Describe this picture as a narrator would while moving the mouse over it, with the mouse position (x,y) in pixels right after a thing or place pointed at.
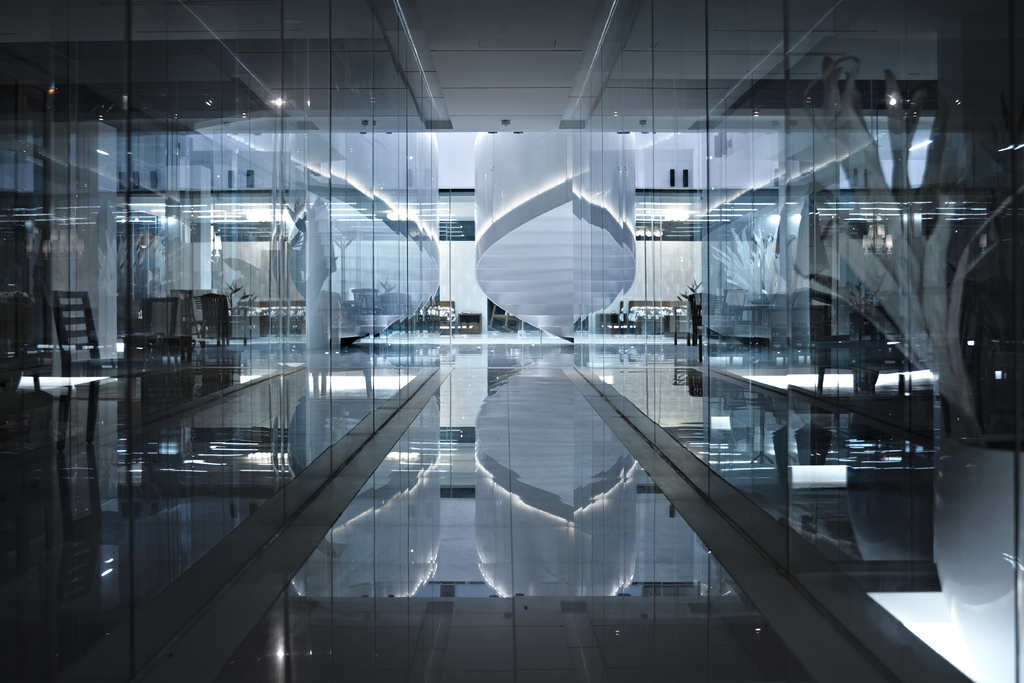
This is the inside picture of the building (507,443). In this image there are chairs (63,320), lights (683,218), glass doors (761,194). At the bottom of the image (515,583) there is a floor (475,566).
